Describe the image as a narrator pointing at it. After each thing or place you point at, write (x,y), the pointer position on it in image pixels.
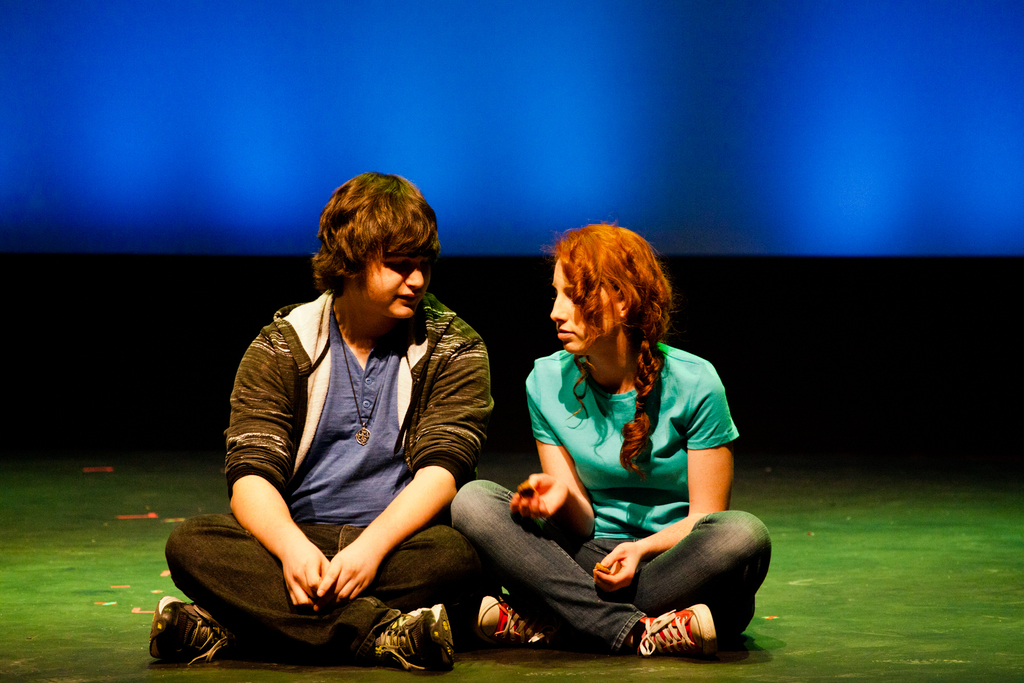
Front this man (336,362) and this women (541,372) are sitting on the ground (822,599). Background (629,179) it is in black and blue color. This man (408,266) wore jacket (440,347).
